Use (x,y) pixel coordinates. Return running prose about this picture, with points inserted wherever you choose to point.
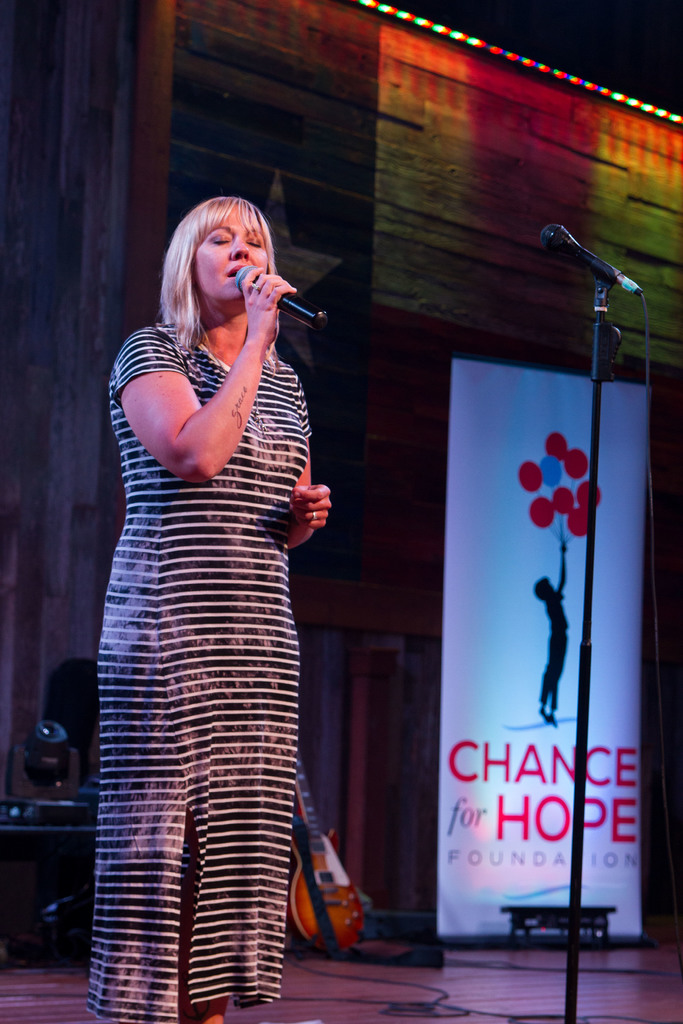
This woman (277,540) is standing and singing in-front of mic (289,294). Far there is a banner (634,514) beside this wall (384,513). These are musical instruments (300,864). This is mic (571,246) with holder (599,295).
